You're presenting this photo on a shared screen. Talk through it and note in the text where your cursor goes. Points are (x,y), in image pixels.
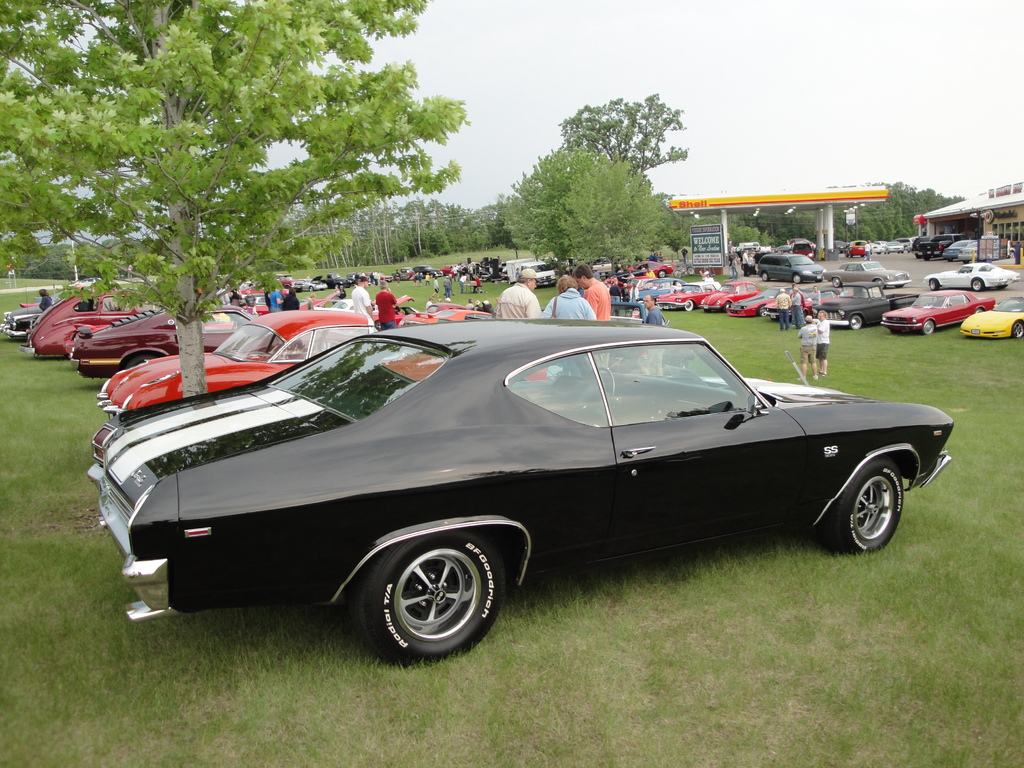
In this image we can see a group of cars (571,550) which are placed on the ground (758,647). We can also see some grass (762,660), a group of trees (444,211), a building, a roof (719,212) with some pillars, a board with some text (703,256) on it, a building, a group of people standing on the ground (671,324) and the sky (718,138) which looks cloudy.
